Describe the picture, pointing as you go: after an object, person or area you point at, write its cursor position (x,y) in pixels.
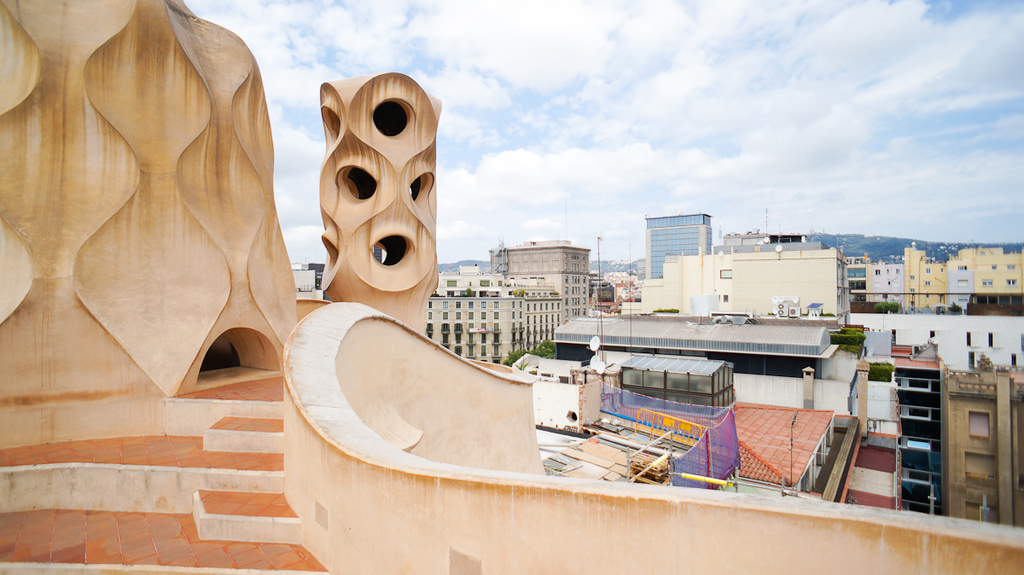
This picture is clicked on a rooftop (50,540) in the city (550,444). At the bottom of the picture (220,493), we see staircase (169,483) and a white wall (487,518). Behind that, there are many buildings (572,402) which are in white, red, blue and yellow color. At the top of the picture (526,188), we see the sky (628,167) and the clouds (586,125).
